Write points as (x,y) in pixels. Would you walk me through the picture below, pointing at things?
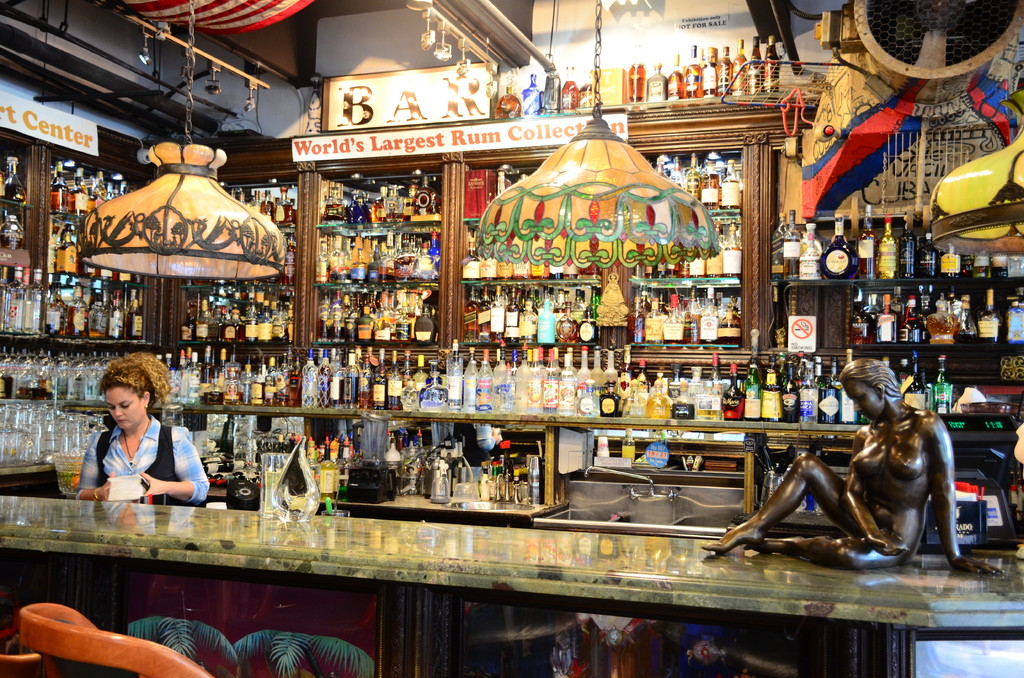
In the foreground of the picture (271,651) there are chairs (38,630) and a desk (642,546), on the desk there is a sculpture (897,533). In the center of the picture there are glasses (46,444), tables (525,506), tap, woman (162,478) and other objects (197,441). In the background (361,191) there are bottles (481,316), text (430,113), lights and other objects (904,175) in the racks (911,349). On the right (963,44) there is a fan (945,45). In the center of the picture (639,229) there are lights (130,208) in the shape of chandeliers (601,173).
